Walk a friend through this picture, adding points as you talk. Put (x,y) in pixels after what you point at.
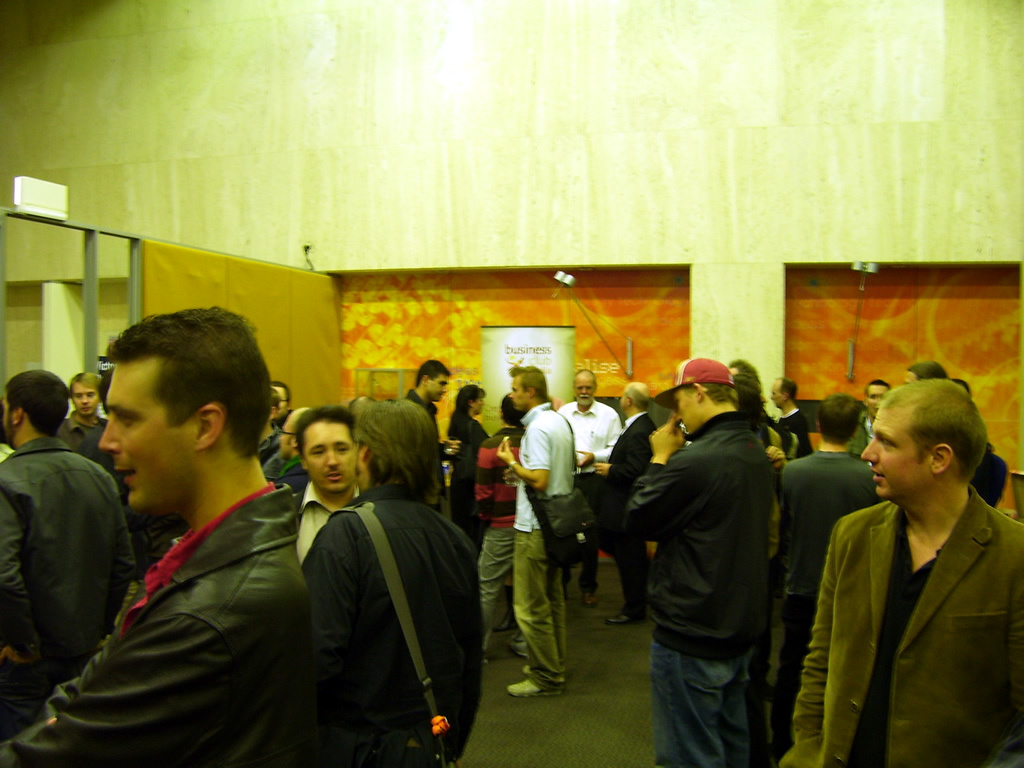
In this picture we can see a group of people (269,703) standing on the floor (506,708), bag (549,543), poster (553,363) and in the background (534,272) we can see the wall (617,242).
